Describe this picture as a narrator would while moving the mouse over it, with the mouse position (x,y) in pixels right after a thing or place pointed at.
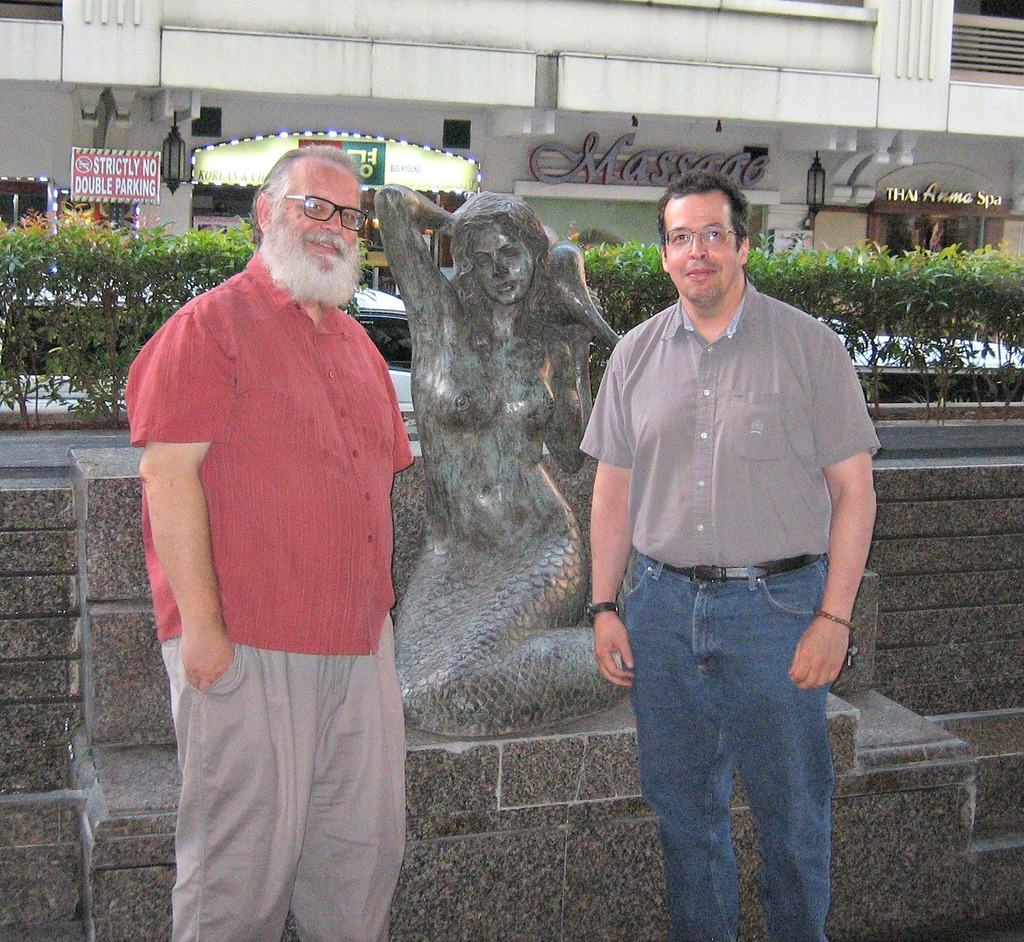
In this picture we can see two persons (688,449) are standing beside the statue (498,657) and posing for a picture, back side there are some trees (592,392) and buildings (374,27).
